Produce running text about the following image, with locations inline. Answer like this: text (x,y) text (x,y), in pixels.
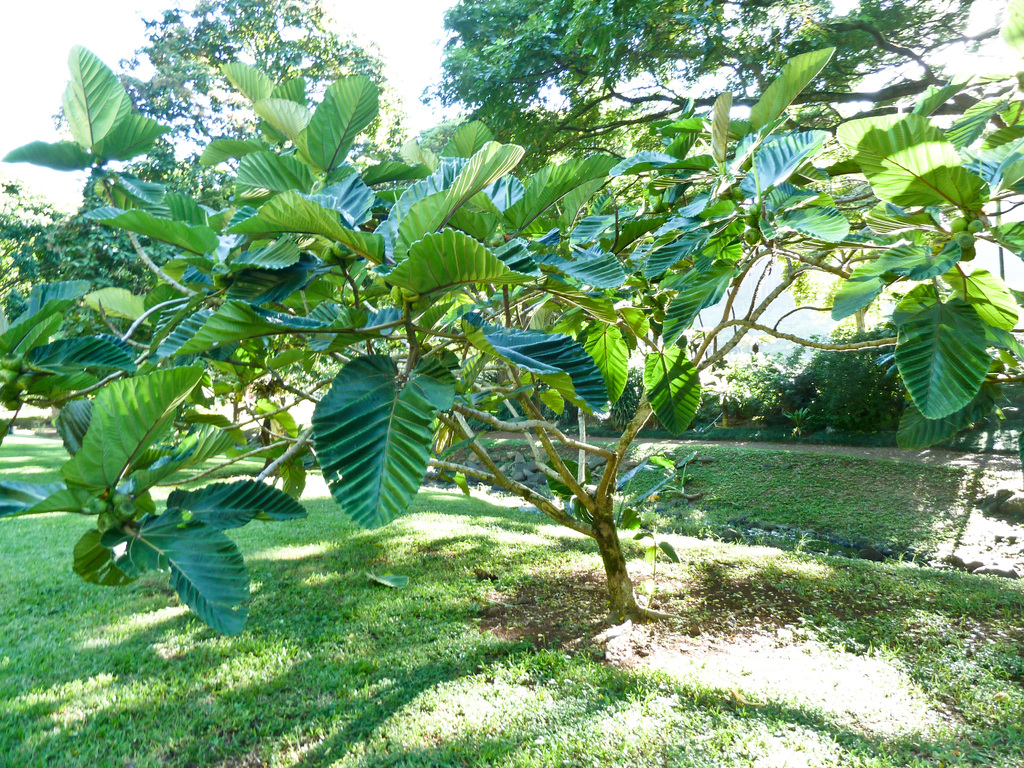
In the center of the image (362,460) there is a tree (75,52) on the grass (458,624). In the background (348,71) we can see trees (325,68), plants (784,401) and sky (69,28).
